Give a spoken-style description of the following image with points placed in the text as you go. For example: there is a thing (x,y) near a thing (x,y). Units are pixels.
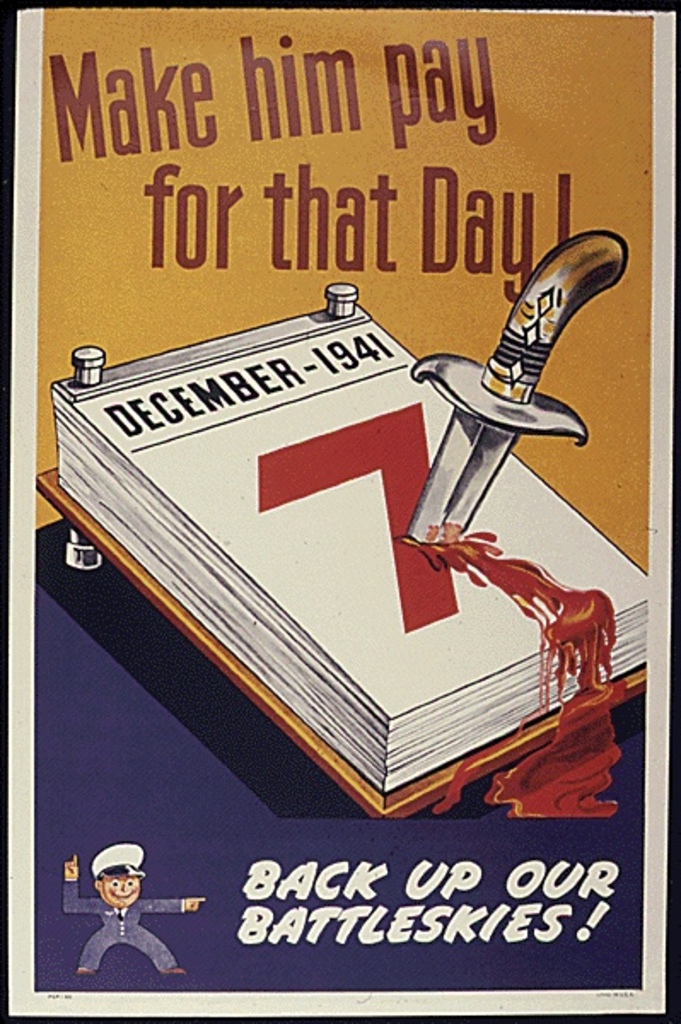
In the center of the image (324,653) we can see one poster (382,757). On the poster (421,765), we can see papers (370,668), one person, one knife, blood (555,765) etc. And we can see some text (270,475) on the poster (212,565).
